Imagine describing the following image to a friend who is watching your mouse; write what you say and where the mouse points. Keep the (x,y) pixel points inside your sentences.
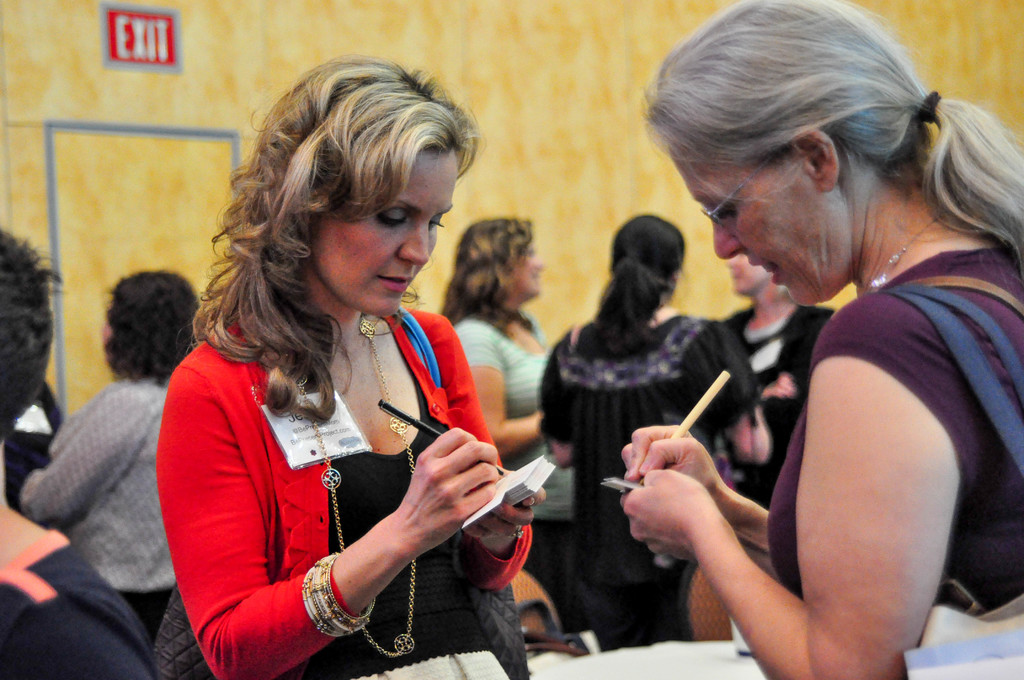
In this picture there are two women (407,459) holding a pen (688,425) in their hand (633,459) and writing something and there are few other people (730,270) in the background (659,294).
